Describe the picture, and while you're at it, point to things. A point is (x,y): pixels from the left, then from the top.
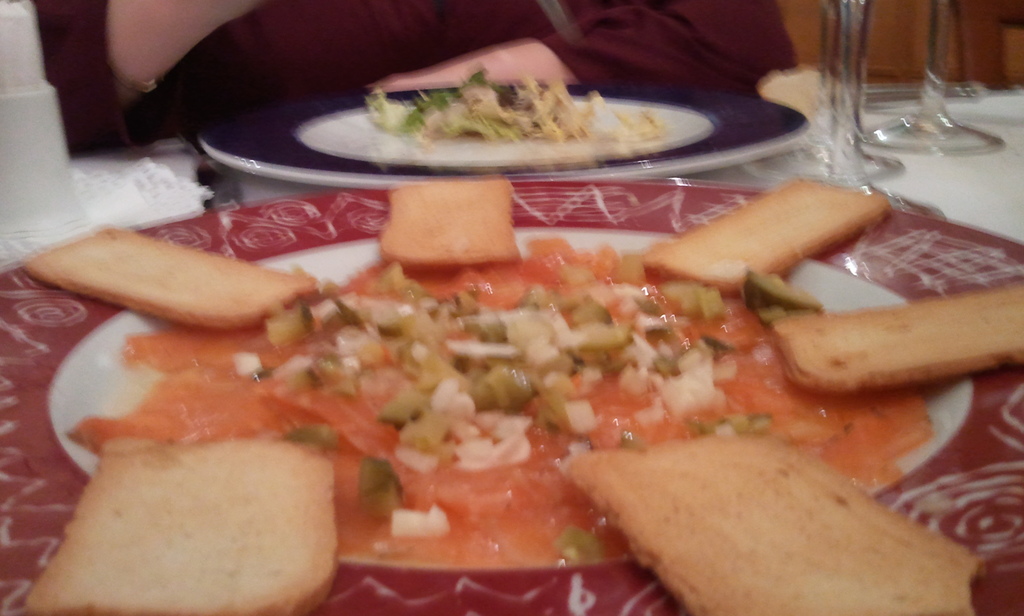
In this picture we can see plates (665,142) with food items (391,263) on it, glasses (930,86) and these all are placed on a table (982,190).
